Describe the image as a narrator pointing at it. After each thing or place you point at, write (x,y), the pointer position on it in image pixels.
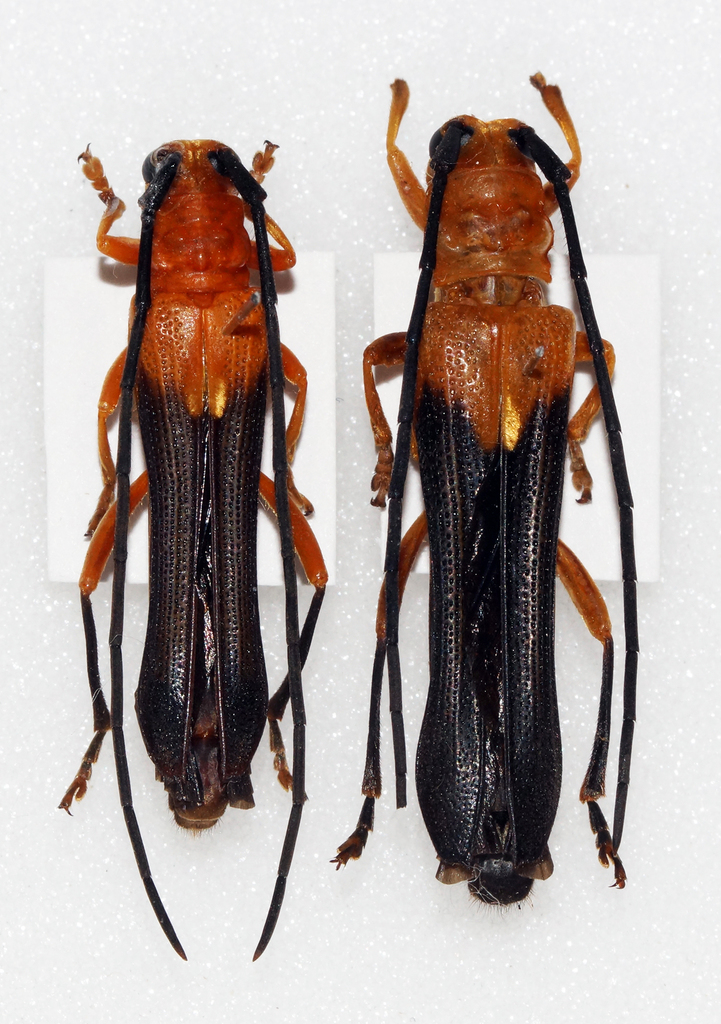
In this picture we can see couple of insects (308,505).
